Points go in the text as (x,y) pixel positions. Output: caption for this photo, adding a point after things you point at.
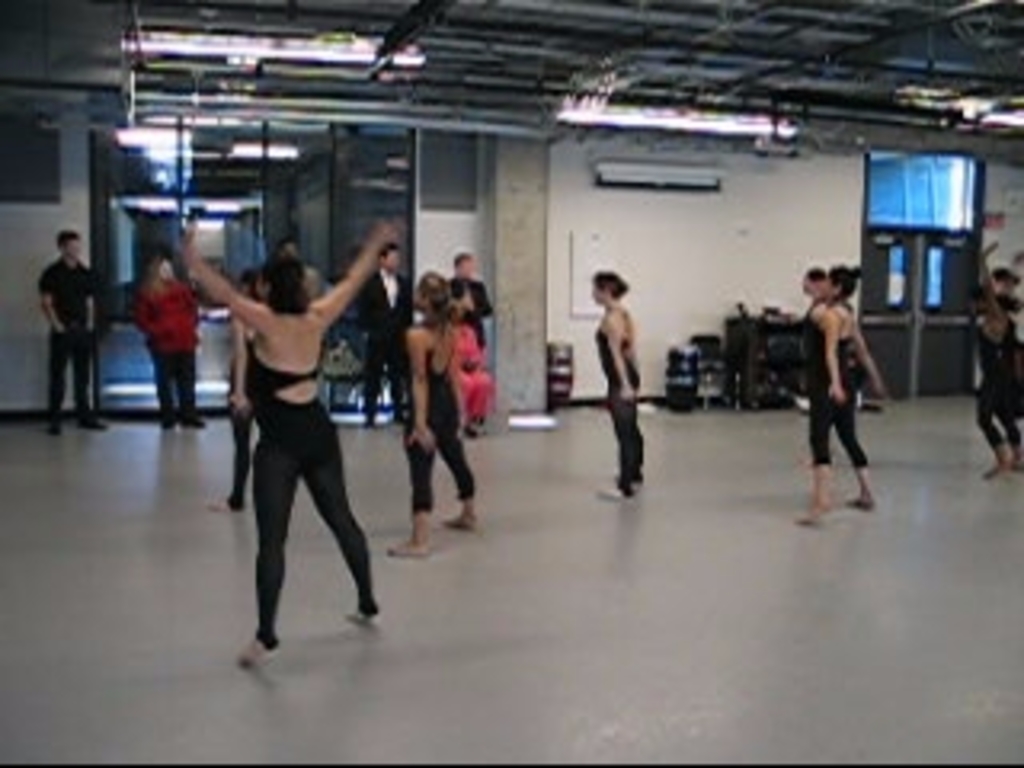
In the foreground (551,485), I can see a group of people (630,441) on the floor (450,625). In the background (633,203), I can see a wall (605,230), lights (602,112) on a rooftop (733,19), pole (504,315), some objects (793,371) and a glass door (340,309). This image is taken, maybe in a hall (582,550).
